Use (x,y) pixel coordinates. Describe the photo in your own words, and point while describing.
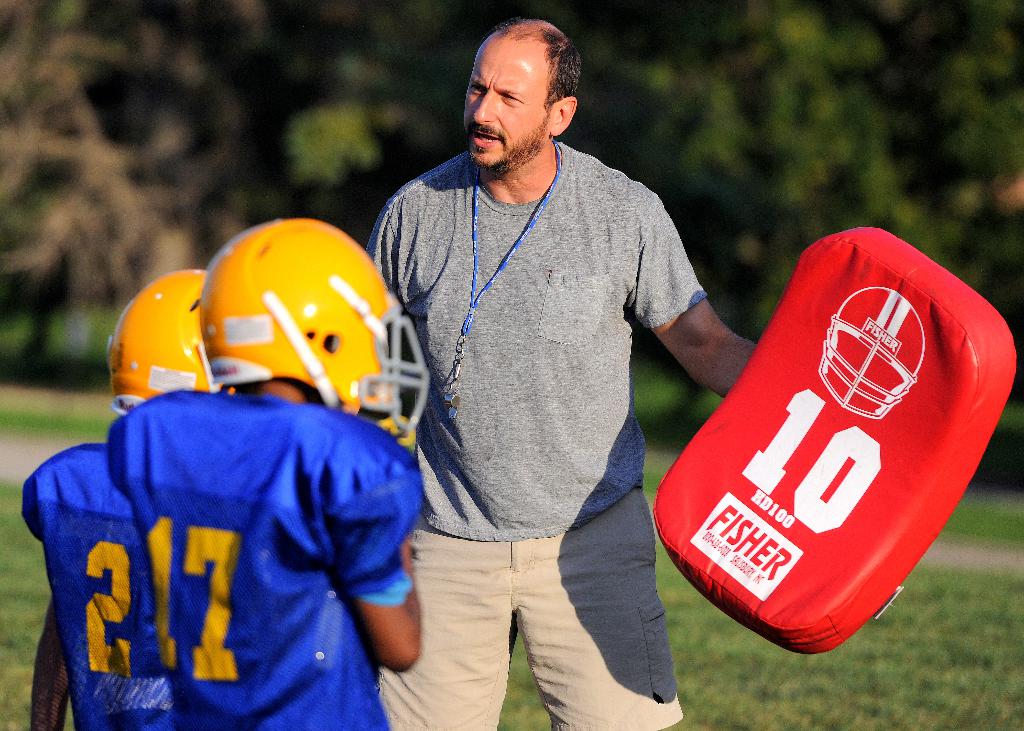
In the middle (533,484) a man (600,314) is there, he is holding a red color thing (887,449) in his hand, on the left side (212,333) there are 2 players (262,377).
